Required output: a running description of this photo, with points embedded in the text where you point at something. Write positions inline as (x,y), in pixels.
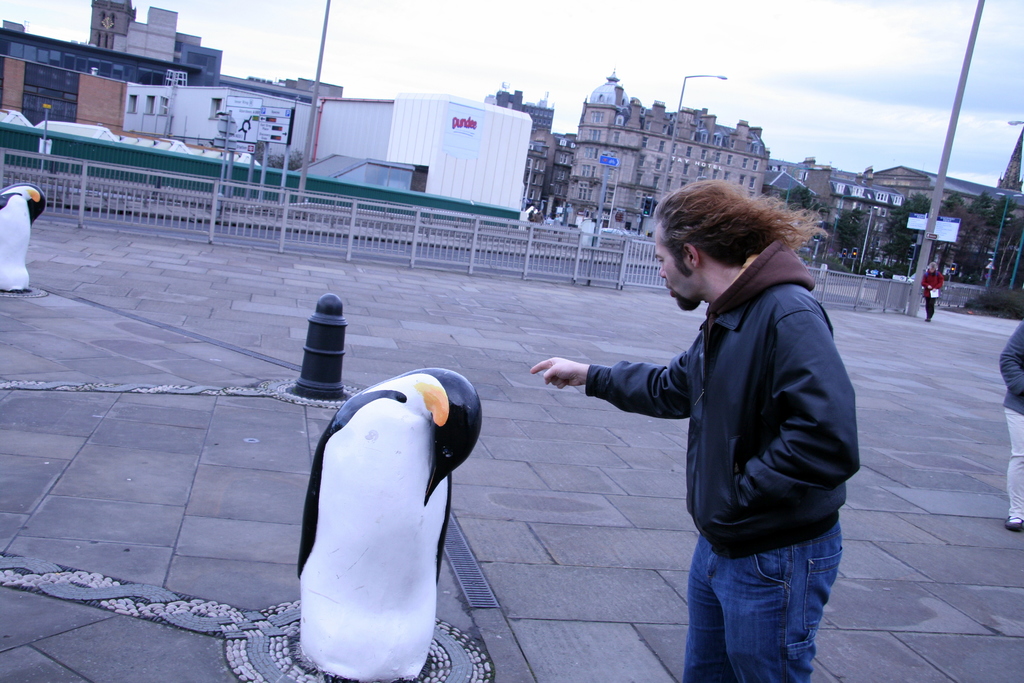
In this image there are people (829,372) and we can see sculptures (444,525). In the background (784,195) there are buildings (350,140), poles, trees (992,250) and sky (762,85). We can see a fence (415,246) and there are boards (919,218).
